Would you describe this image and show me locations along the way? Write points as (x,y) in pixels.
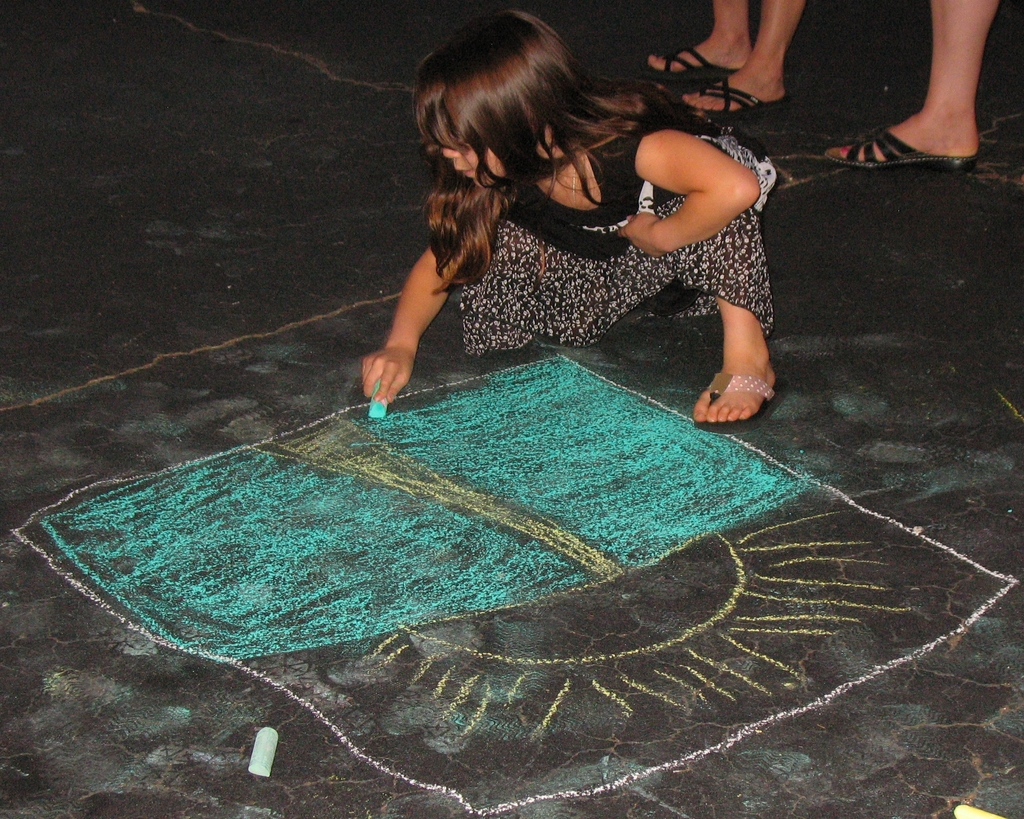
In this image we can see a girl (733,283) drawing on the ground (815,105) with a chalk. There is a chalk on the ground (393,413). There are few legs (946,55) of the persons (757,85) at the right side of the image (766,65).
